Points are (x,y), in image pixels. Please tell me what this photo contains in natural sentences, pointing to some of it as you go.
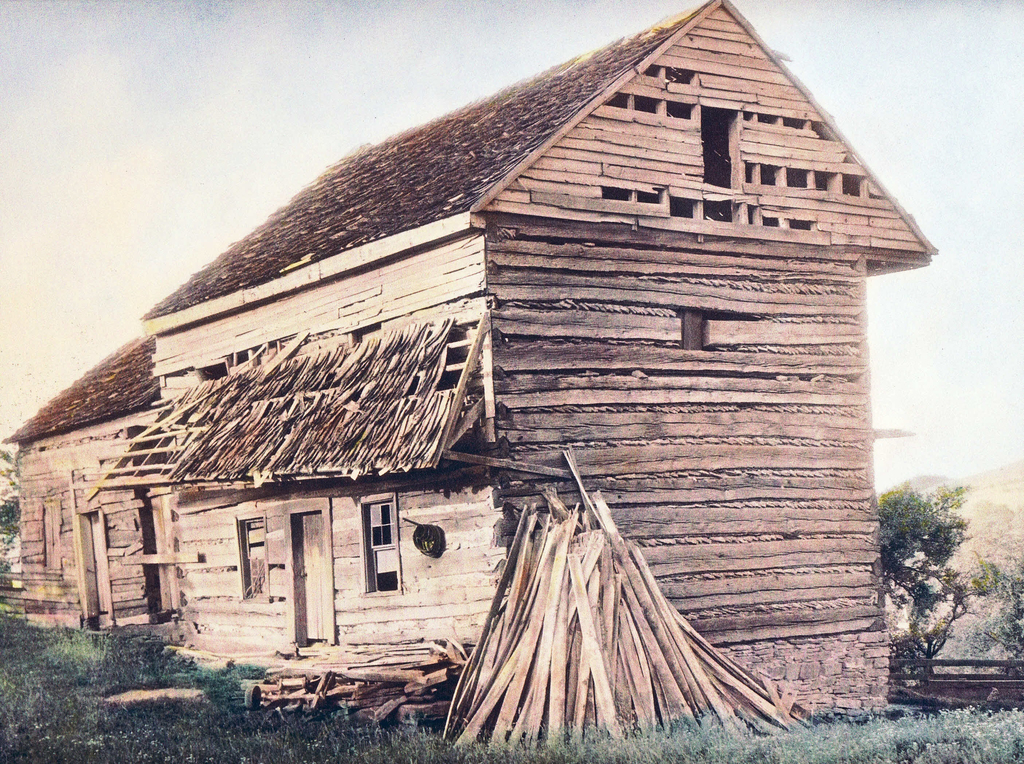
In this image we can see the wooden cabin/house (620,175). And we can see the windows (723,145) and some wooden sticks (599,569). And we can see the grass (84,699), trees (965,536). And we can see the sky (168,141).
